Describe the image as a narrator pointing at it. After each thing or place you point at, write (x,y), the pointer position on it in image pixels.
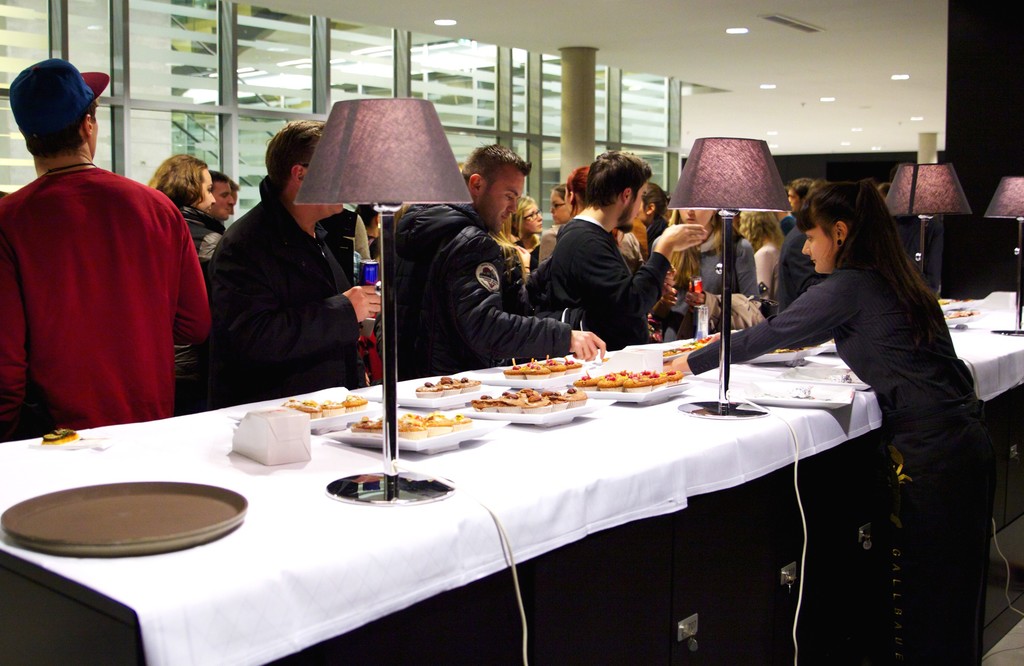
Here we can see a group of people (545,262) standing in front of a table (494,372) having plates (542,401) of food (337,408) on it and a women (865,348) is serving the food (438,416) and there are lamps (431,199) placed on the table (836,370).
